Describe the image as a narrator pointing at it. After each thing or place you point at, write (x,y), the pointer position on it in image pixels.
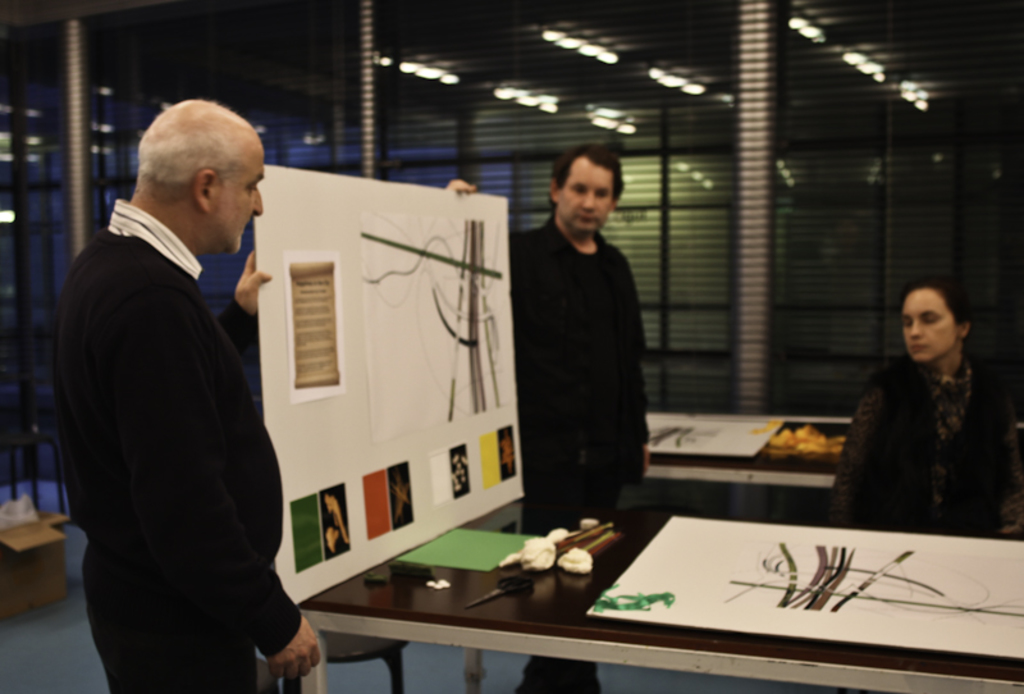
In this picture there is a woman (942,454) sitting on a chair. There are two men (232,244) who are holding a board (281,422) and are standing. There is a white sheet (817,607), scissor (527,587), green paper (488,567), cotton (541,559) on the table (606,560). There are some lights (604,60) at the background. There is a chair (40,466) and box (40,542).
